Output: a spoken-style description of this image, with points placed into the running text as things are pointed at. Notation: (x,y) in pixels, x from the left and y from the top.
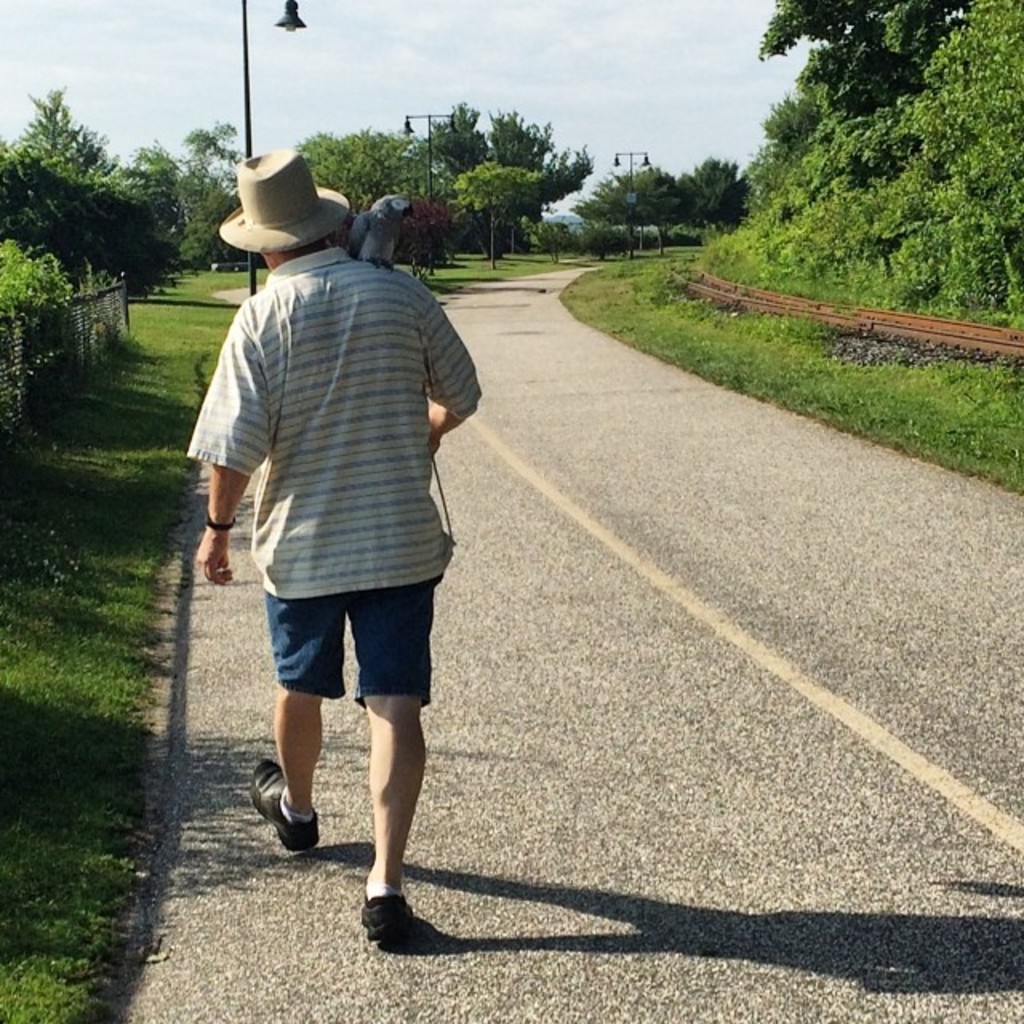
In the picture I can see a person (258,422) wearing shirt (406,400), socks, shoes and hat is walking on the road (334,994) and is on the left side of the image (315,388). On the either side of the image we can see grass (62,453), fence (20,425), trees (55,223). On the right side of the image (940,352) we can see the railway track (964,341), here we can see light poles (629,170) and the sky (479,47) with clouds (392,17) in the background (479,109).
